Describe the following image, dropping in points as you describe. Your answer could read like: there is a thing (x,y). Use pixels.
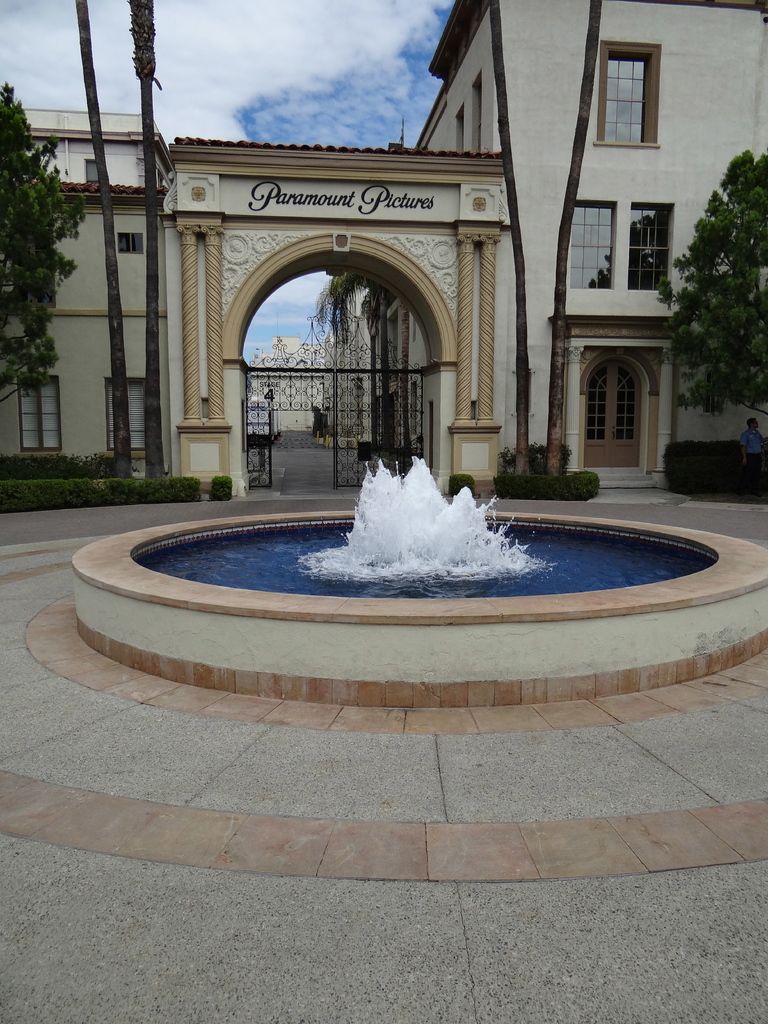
In this image we can see the building (410,333), gate (384,400), trees (748,203), shrubs (726,465) and also the water fountain (441,627). We can also see a person (745,453) on the right (755,461). We can see the path (288,490) and also the sky (313,117) with the clouds (312,110).
